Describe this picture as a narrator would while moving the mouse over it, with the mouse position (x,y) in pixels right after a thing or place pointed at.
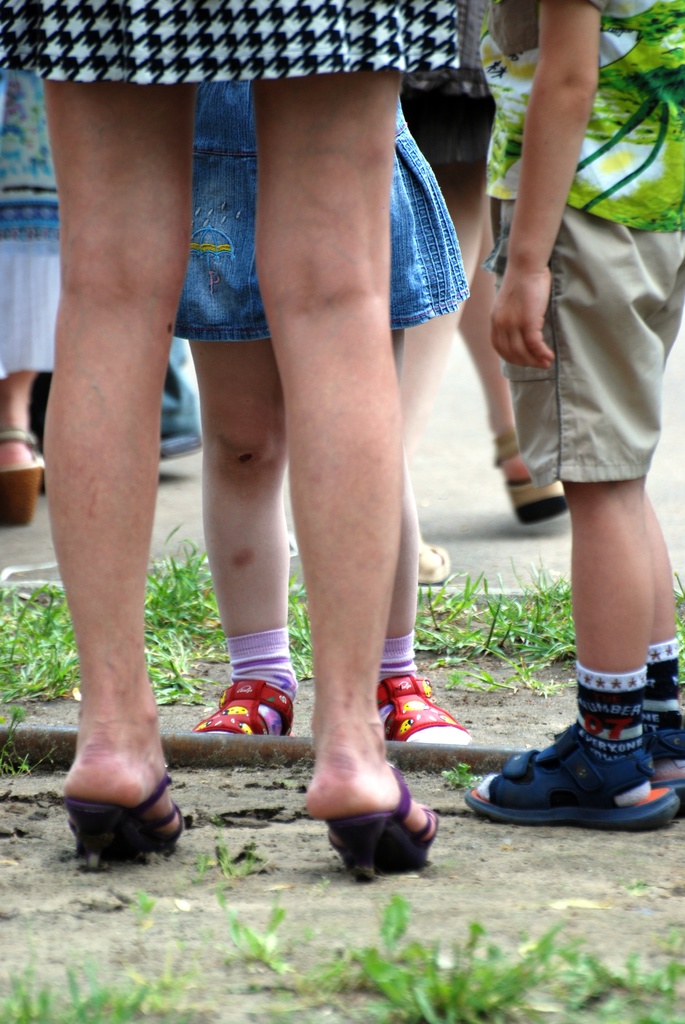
In the image there are few women (380,112) and kids (680,28) standing on the land (473,680), there is grass (14,639) on it.
